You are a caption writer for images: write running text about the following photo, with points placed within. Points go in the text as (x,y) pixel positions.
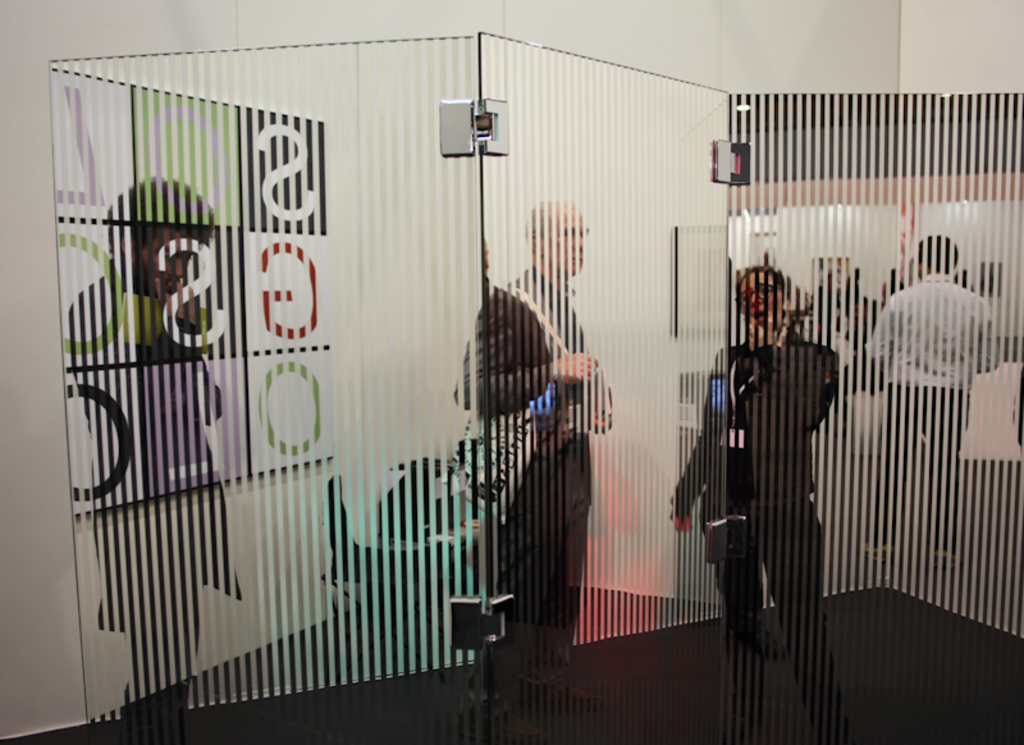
In this image in the front (551,467) there is glass (551,467). In the background (755,378) there are persons (748,359) standing and there is a wall (670,1) which is white in colour.
